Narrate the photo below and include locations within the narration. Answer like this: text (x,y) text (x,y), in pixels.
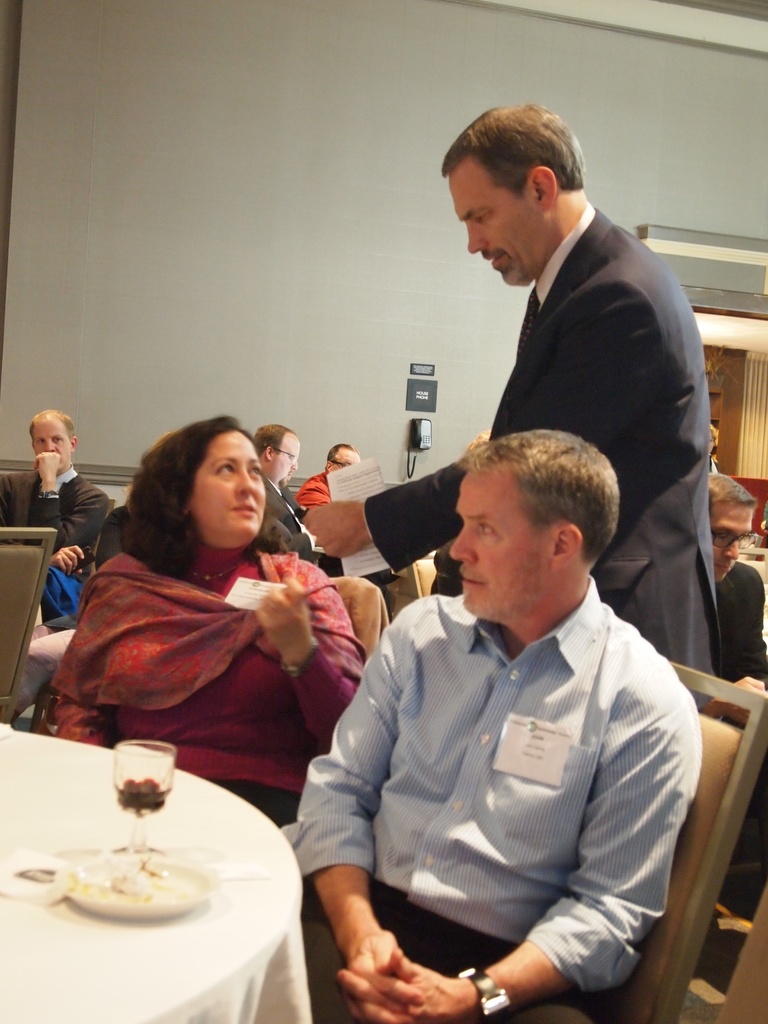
In this picture a man (457,646) and a woman (267,598) are sitting on the chair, they have a table (90,973) in front of them.
